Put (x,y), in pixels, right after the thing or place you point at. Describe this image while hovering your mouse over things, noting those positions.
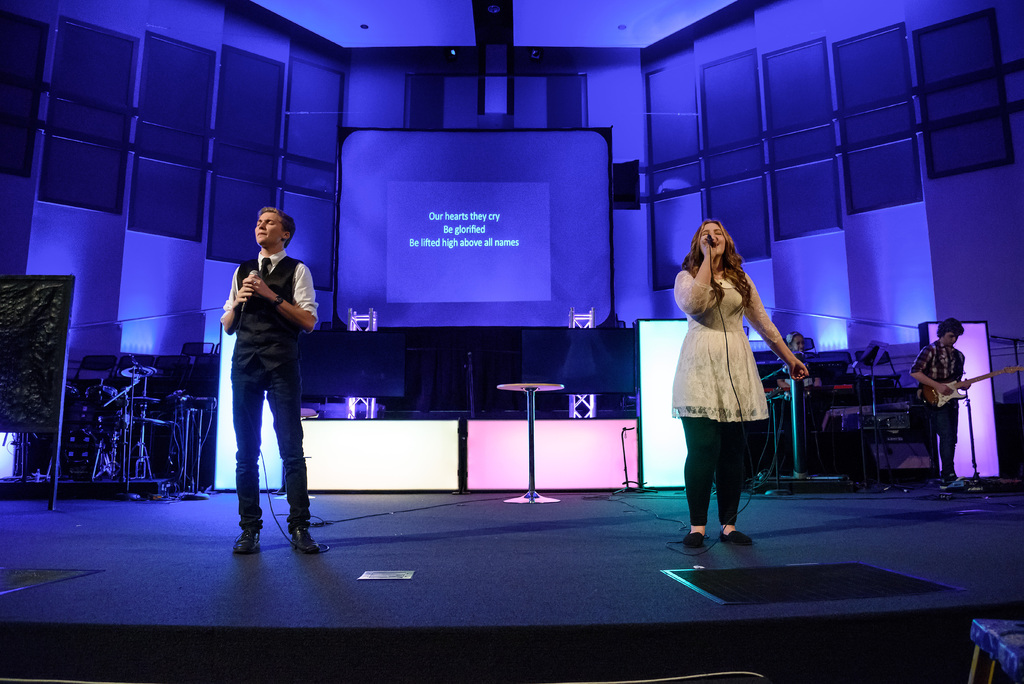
In this image we can see a man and a woman (798,372) standing on the dais (611,495) and holding mics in their hands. In the background (496,160) there are display screen (415,214), musical instruments (90,424), side tables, board (52,415), person (946,415) holding guitar (939,399) and person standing behind the musical instruments (814,364).
